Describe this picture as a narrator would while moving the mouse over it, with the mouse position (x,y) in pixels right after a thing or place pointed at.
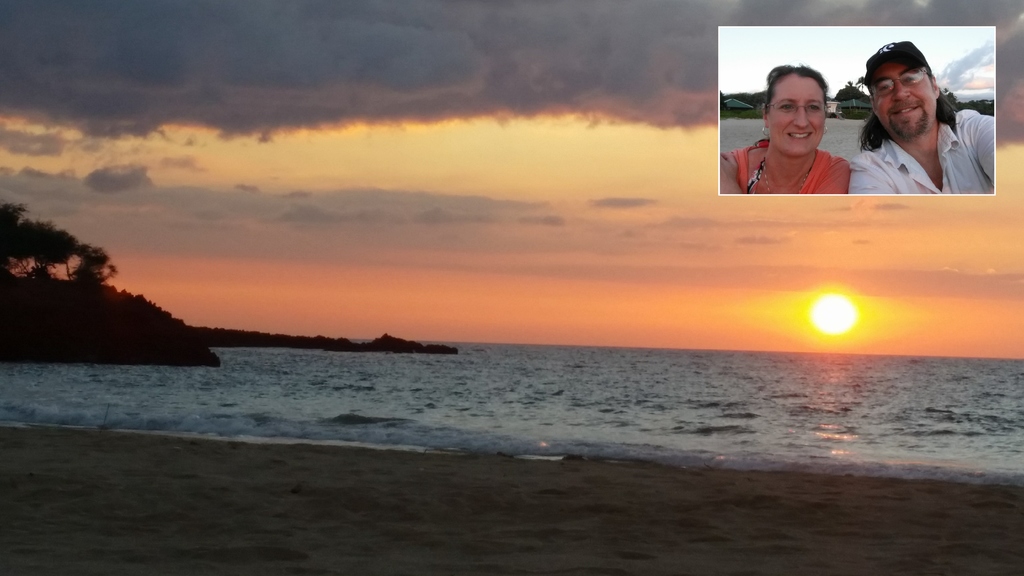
In this image, we can see water (487,376), few trees (3,258) and sun (843,322). Background (414,217) there is a cloudy sky (438,217). At the bottom (534,539), we can see sand (358,529). In the right top corner (835,106), there is an image of woman (791,145) and man (913,157). They are smiling and wore spectacles (814,103). Background (833,70) there are few trees (950,94) and sky (830,89).
